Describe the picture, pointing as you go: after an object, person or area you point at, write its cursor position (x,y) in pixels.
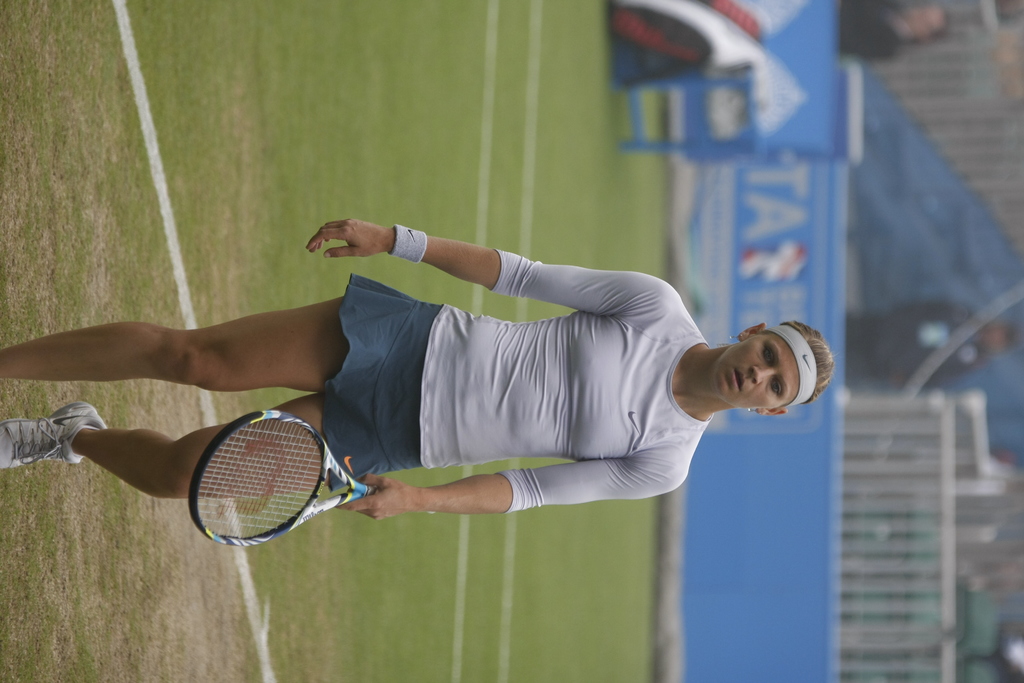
In this image we can one person (761,345) and holding a tennis bat (265,497), we can see the grass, behind there is a written text (779,201) on the board (803,602), fencing (861,631), there are few objects (953,418).
